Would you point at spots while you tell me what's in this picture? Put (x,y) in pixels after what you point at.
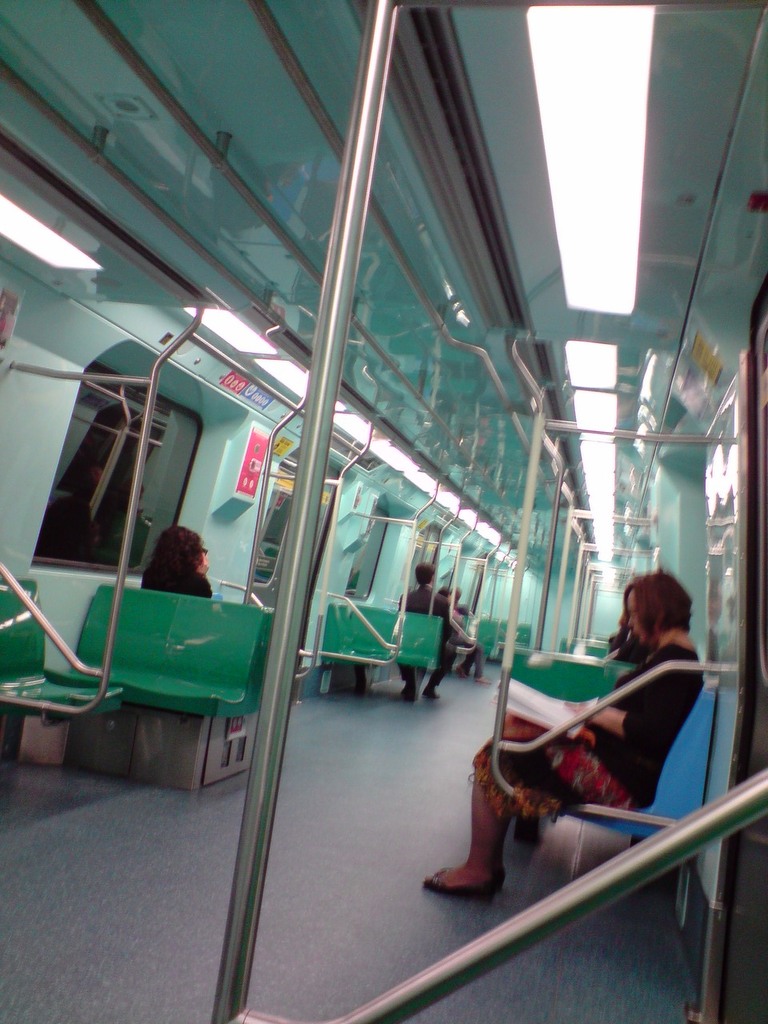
In this image I can see few people (172,556) sitting on the chairs (239,705). And these people (429,612) are wearing the different color dresses (449,663). To the side there are windows (127,469) and some papers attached to the wall (207,485). And this is the inside part of vehicle (370,329).
